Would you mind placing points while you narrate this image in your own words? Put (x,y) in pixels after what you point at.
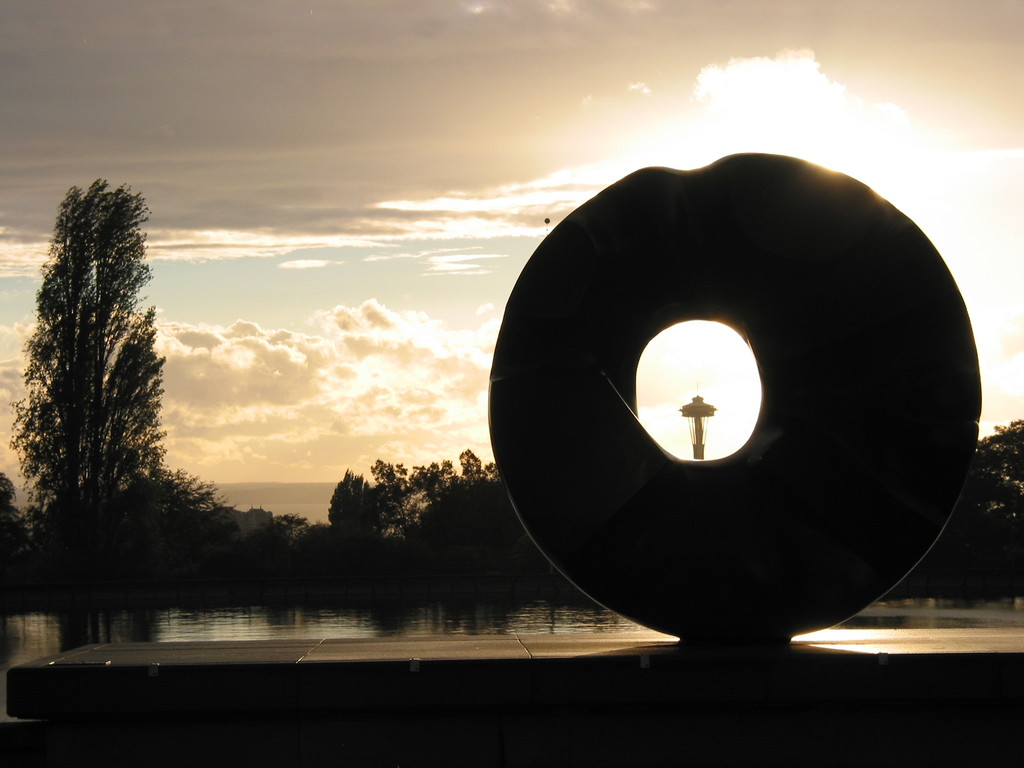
In this image we can see the water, few trees (333,531), a huge donut shaped structure (815,455). In the background (394,114) there is the sky (727,80).
